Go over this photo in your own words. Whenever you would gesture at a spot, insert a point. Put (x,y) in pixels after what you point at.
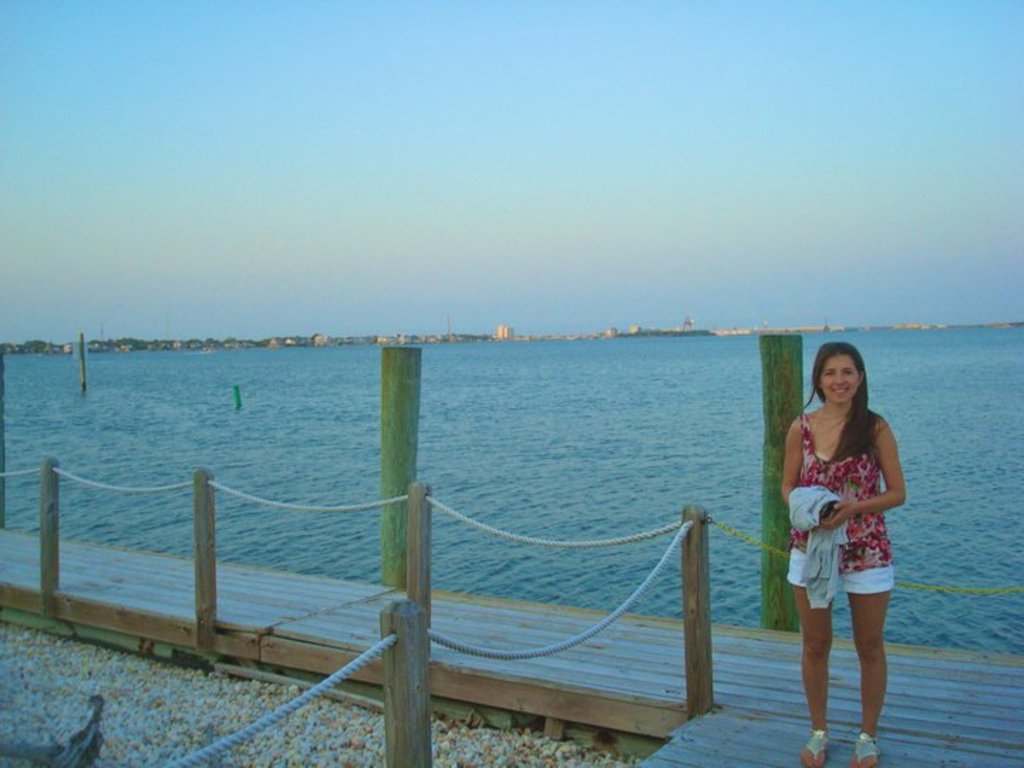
There is one woman (872,606) standing on a dock (717,629) and holding a jacket (813,513) is on the right side of this image (813,498). We can see a surface of water (352,483) in the middle of this image (573,478) and the sky (501,292) is in the background (424,246).
